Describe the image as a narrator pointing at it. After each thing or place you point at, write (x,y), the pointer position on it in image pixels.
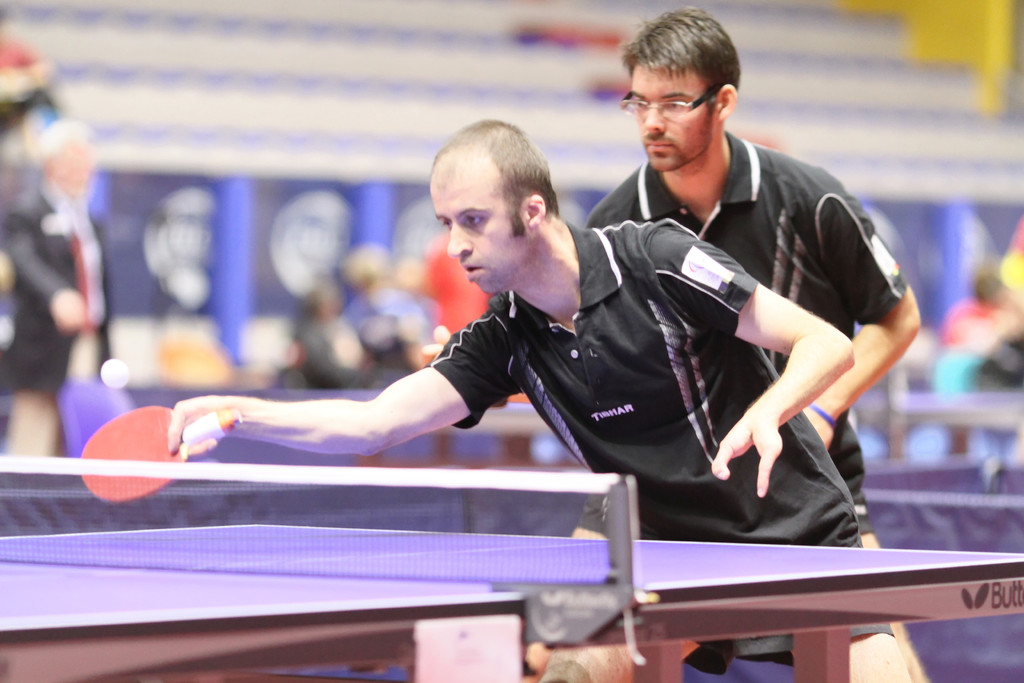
In this image we can see two persons (668,261) wearing black color dress (642,422) and a person (329,439) holding tennis racket (160,434) in his hands (180,435) which is of red color standing near the table tennis court (593,566), at the middle of the image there is net (420,509) and at the background of the image (62,357) there are some persons (324,293) and these two persons (615,279) are playing table tennis.
